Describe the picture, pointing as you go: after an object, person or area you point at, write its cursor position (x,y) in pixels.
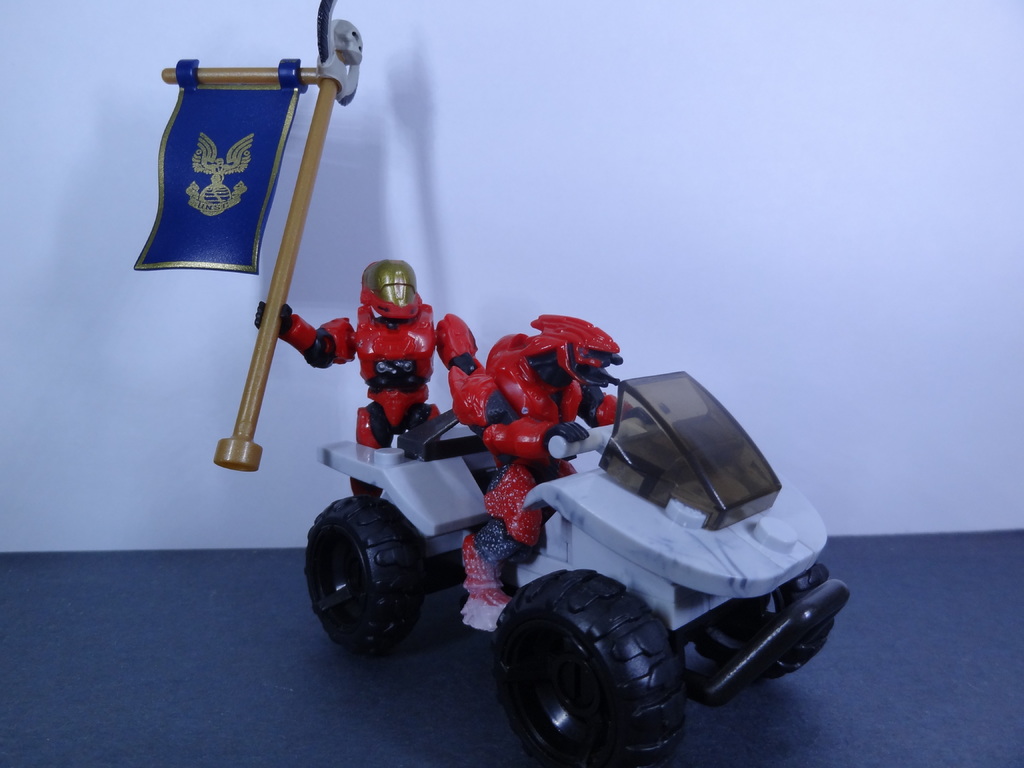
In this image we can see a toy (448,416) on a platform (434,694). There is a white background (933,184).
